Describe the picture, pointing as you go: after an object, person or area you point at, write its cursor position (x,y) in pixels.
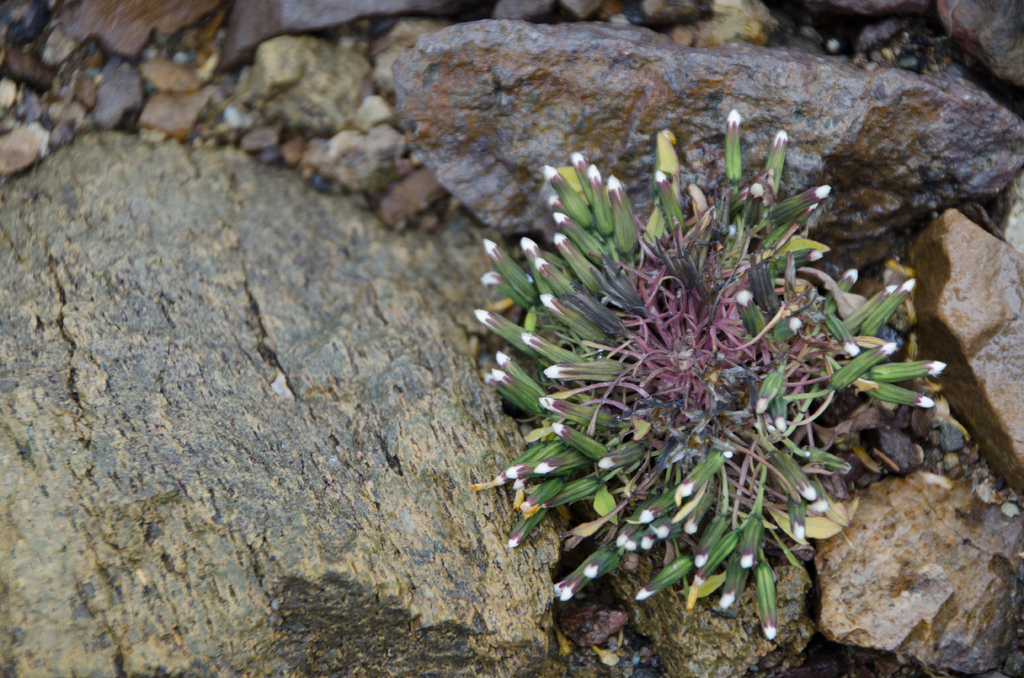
In this picture we can see some stones (918,304), there is a plant (795,390) in the front (777,409).
